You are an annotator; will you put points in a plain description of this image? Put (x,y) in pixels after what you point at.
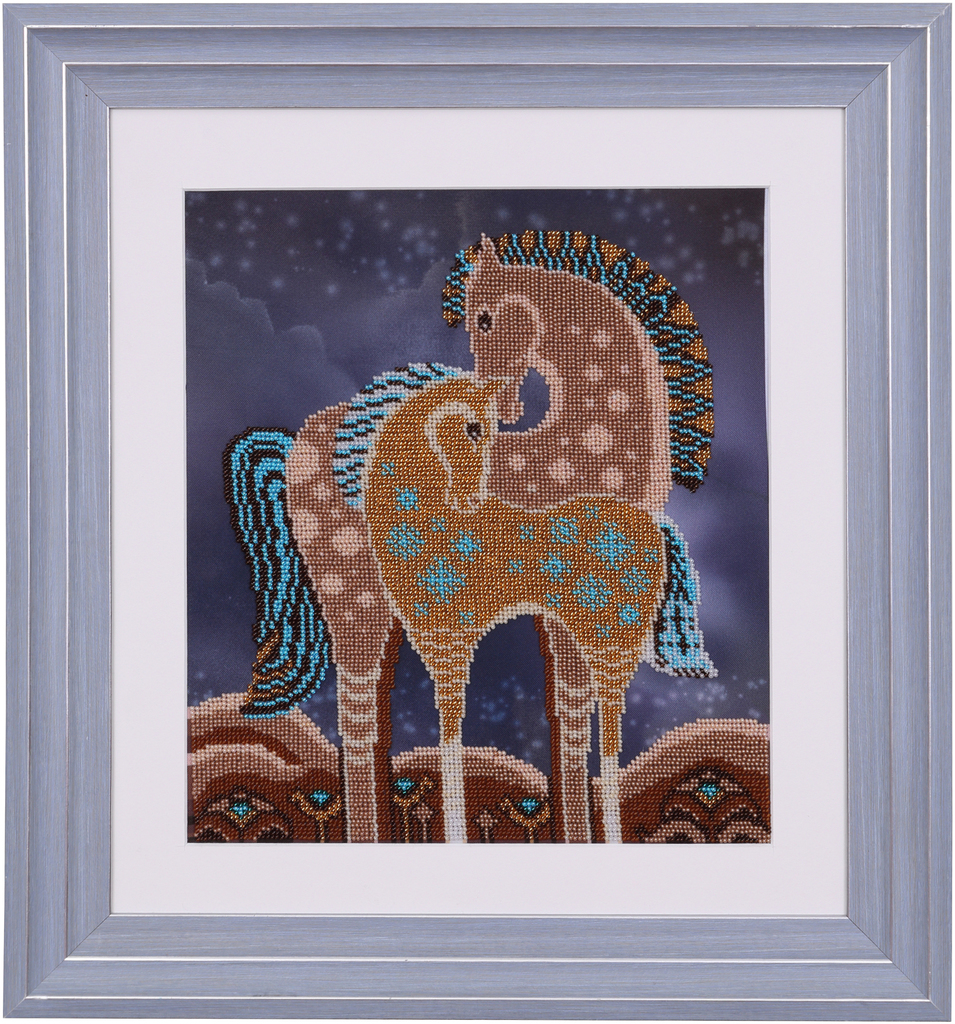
In the image we can see there is a photo frame (74,580) in which horses (445,629) are standing.
